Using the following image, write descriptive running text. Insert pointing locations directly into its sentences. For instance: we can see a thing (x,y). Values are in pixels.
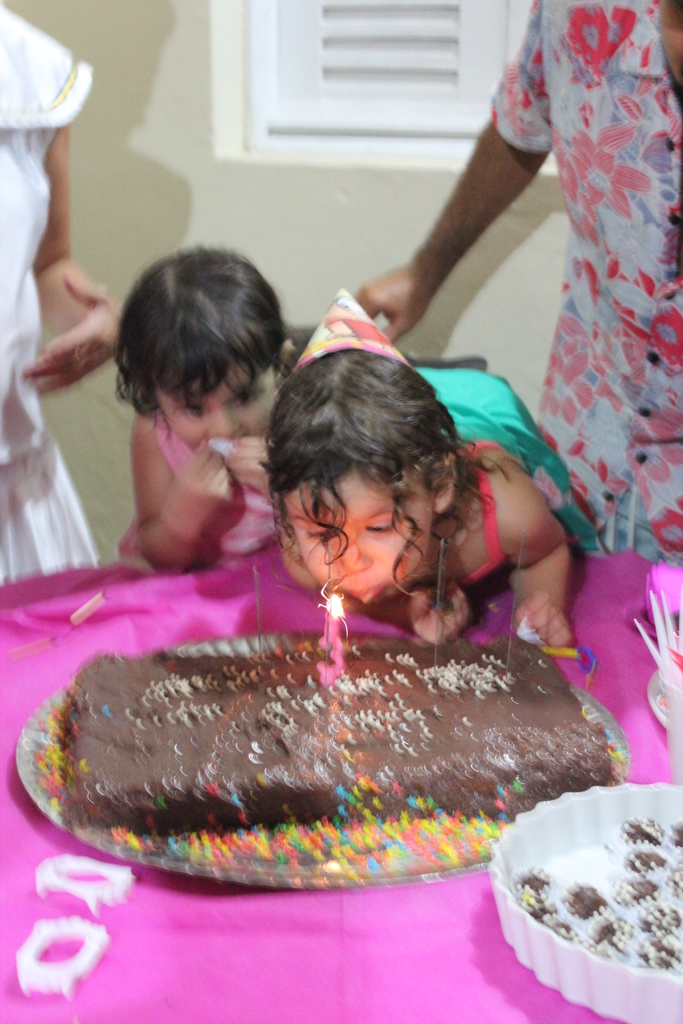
In this image we can see a table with a cloth (606,663), on that there is a bowl (528,875), plate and some food items (493,750). And we can see the candle (337,617) and persons (604,340) standing. There is a child (388,428) lying on the table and at the back (340,39) we can see the wall (342,232) with the window (330,129).
